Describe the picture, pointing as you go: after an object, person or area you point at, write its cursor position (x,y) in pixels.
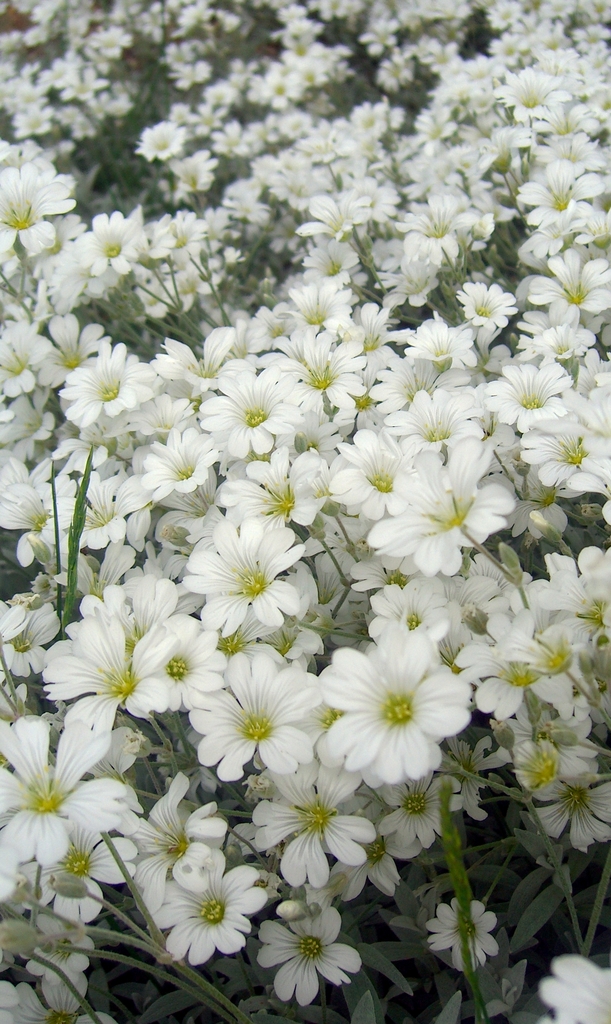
In this image there are many white flowers (301,357).
